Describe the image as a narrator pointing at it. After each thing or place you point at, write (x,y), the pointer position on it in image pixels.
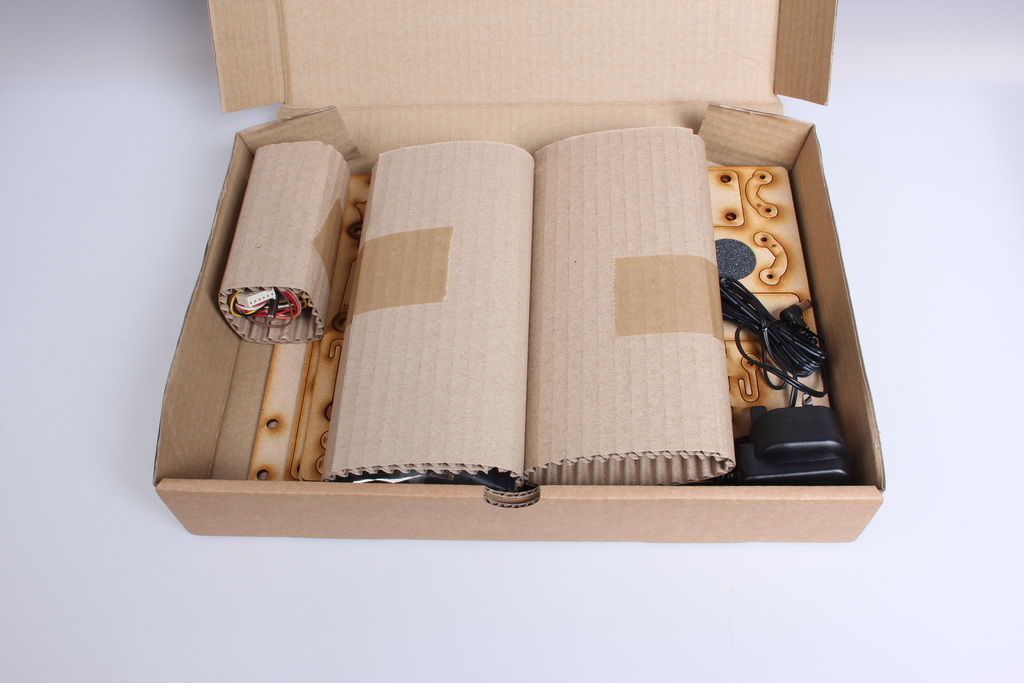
In this image I can see the cardboard box (344,29). In the cardboard box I can see the black color charger (767,360), an object (268,313) in the cardboard sheet (235,285) and few more sheets (550,352). I can see the cardboard box (667,468) on the white color surface (503,645).
